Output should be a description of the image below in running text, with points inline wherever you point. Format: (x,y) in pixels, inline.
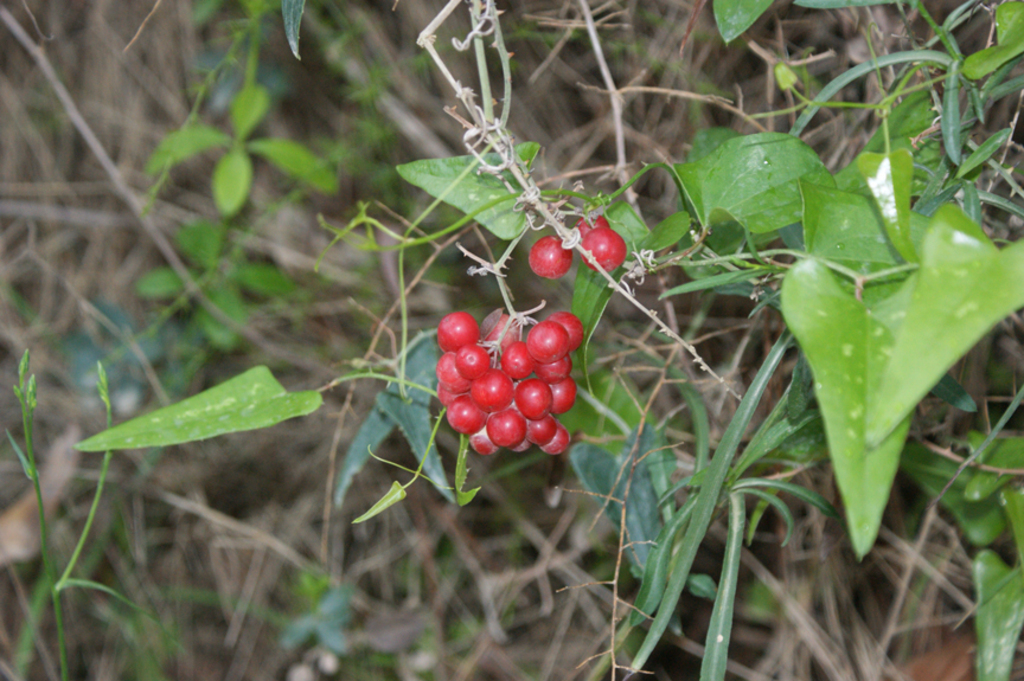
In this image I can see green colour leaves (628,220) and I can see number of red colour things (469,363) over here. I can also see this image is little bit blurry from background (149,659).
